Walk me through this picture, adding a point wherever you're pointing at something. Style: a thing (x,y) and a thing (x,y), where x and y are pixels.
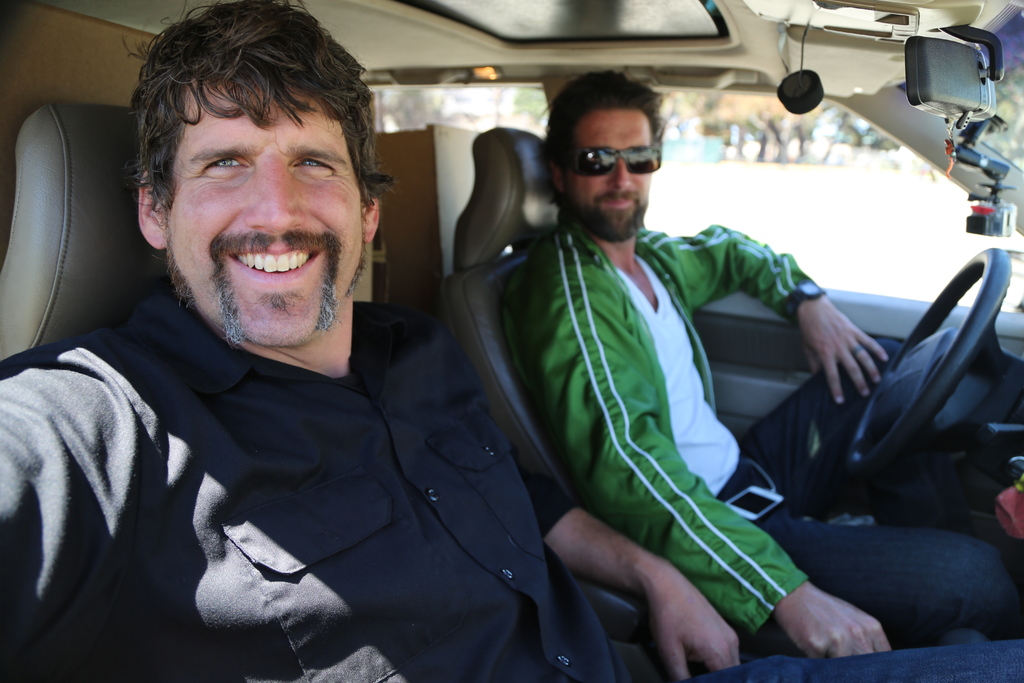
This image consists of two persons (297,220) sitting in a car (519,415). On the left (112,516), the man (183,527) is wearing a black shirt (367,448). On the right (752,435), the man (622,427) is wearing a green jacket (566,239). At the top (644,13), there is a roof (413,43) of the car (559,73).
